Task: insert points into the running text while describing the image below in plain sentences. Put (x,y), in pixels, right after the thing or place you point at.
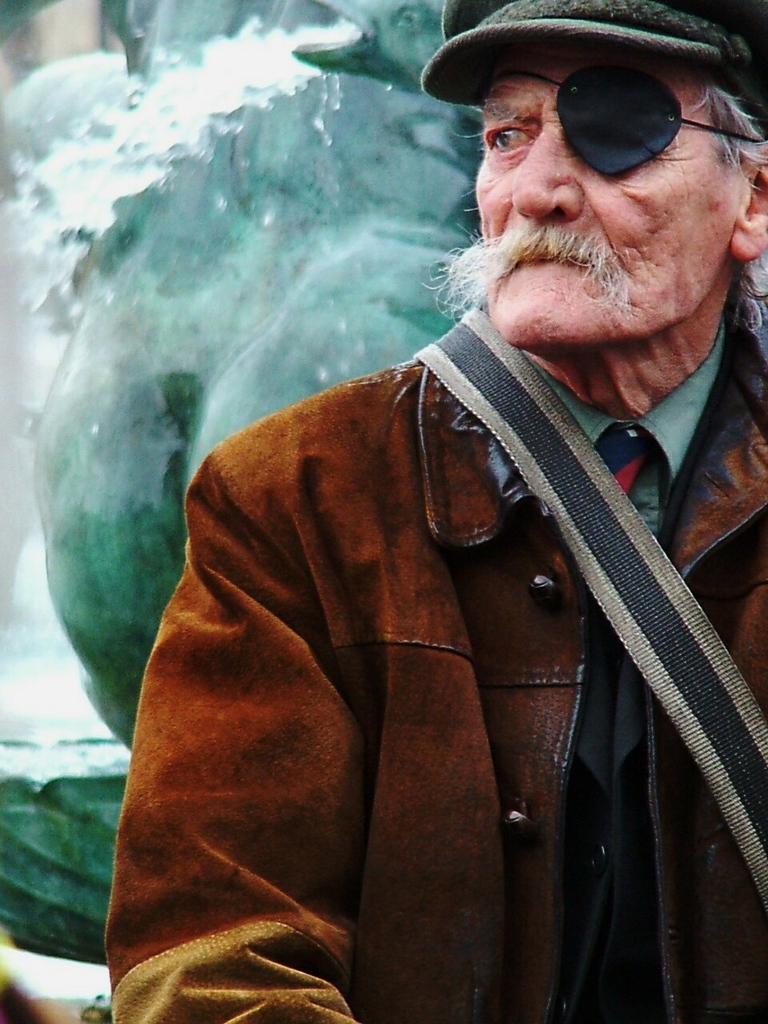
In this image we can see a person (626,483) wearing cap (645,38) and jacket (541,833). In the background (399,21), we can see a fountain (258,67).
